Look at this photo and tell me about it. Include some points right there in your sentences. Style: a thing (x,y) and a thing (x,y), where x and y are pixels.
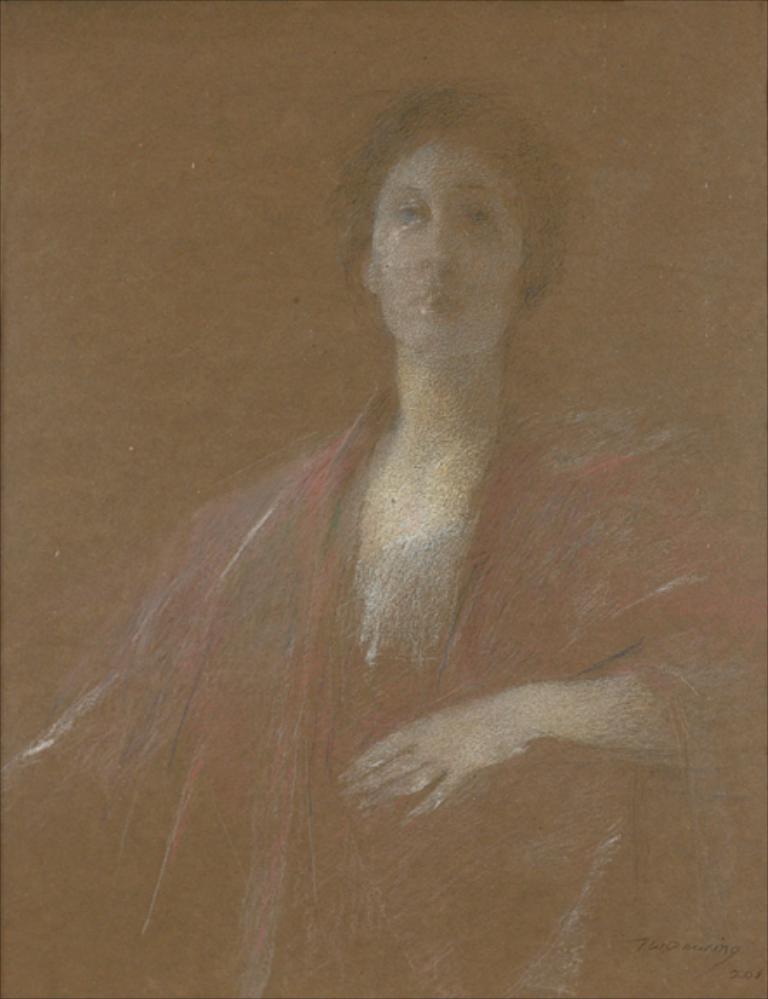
This is a blur image of a painting (335,339). I can see a woman (522,275) in this painting (540,760) and in the bottom right corner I can see some text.
